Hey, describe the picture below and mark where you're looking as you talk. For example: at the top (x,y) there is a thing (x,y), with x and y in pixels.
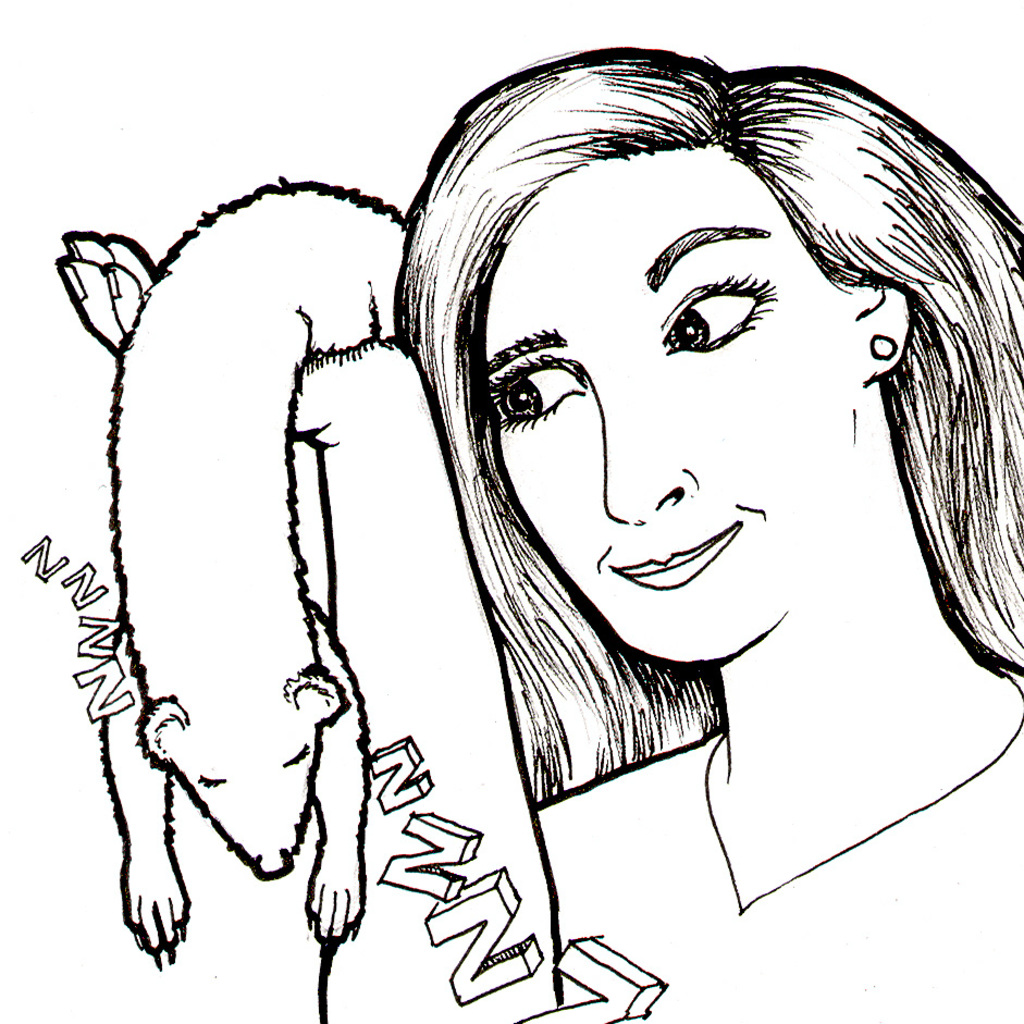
In this picture there is a sketch (500,554) of a woman (700,878) holding the animal (270,748) and there is a sketch (615,980) of an alphabet (414,868).
